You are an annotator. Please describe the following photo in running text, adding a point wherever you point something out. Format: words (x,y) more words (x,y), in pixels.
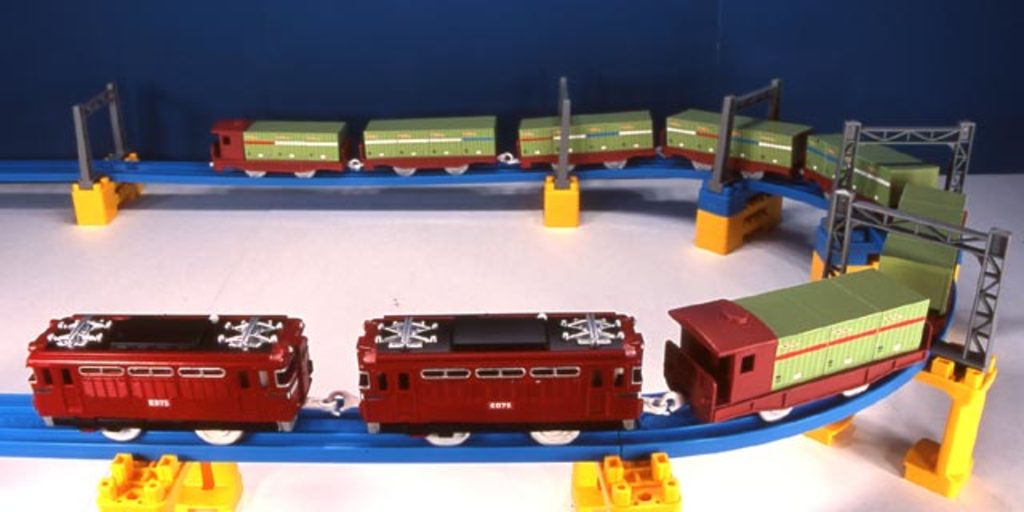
In this image, we can see there is a toy train (817,339) having green and brown color compartments (552,315) and white color wheels (781,415) on a blue color model railway track (725,437). This railway track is on the yellow color model pillars (116,198). Some of these pillars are having gray color model poles (861,212). In the background (916,32), there is a blue color wall (390,25).
